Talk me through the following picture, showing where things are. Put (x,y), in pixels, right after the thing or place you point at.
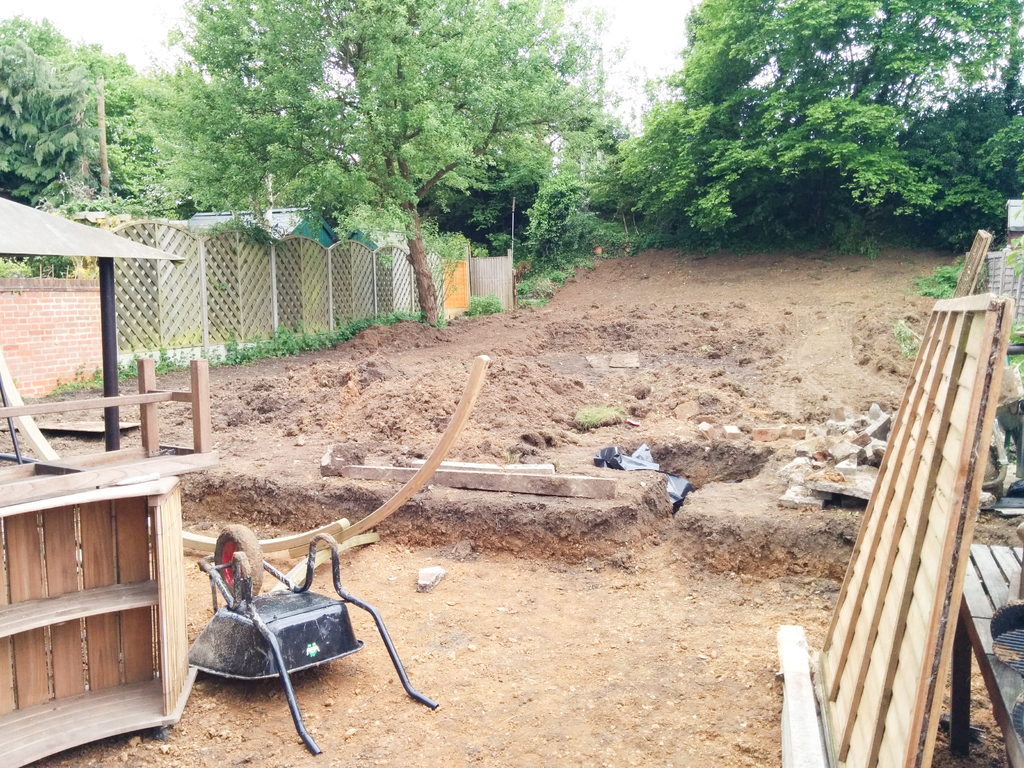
In this picture I can see the open land (730,367). On the left (216,270) I can see the wooden partition (319,308). On the bottom left (136,704) I can see the wooden shelves (1,534), beside that I can see the black steel object (307,648). In the background (504,242) I can see many trees (437,242), plants (542,262) and grass (553,284). At the top (645,31) I can see the sky (633,38). On the right (901,690) I can see the bench (1016,685), table (1007,675), wooden partition (956,572) and other objects (1002,410).
